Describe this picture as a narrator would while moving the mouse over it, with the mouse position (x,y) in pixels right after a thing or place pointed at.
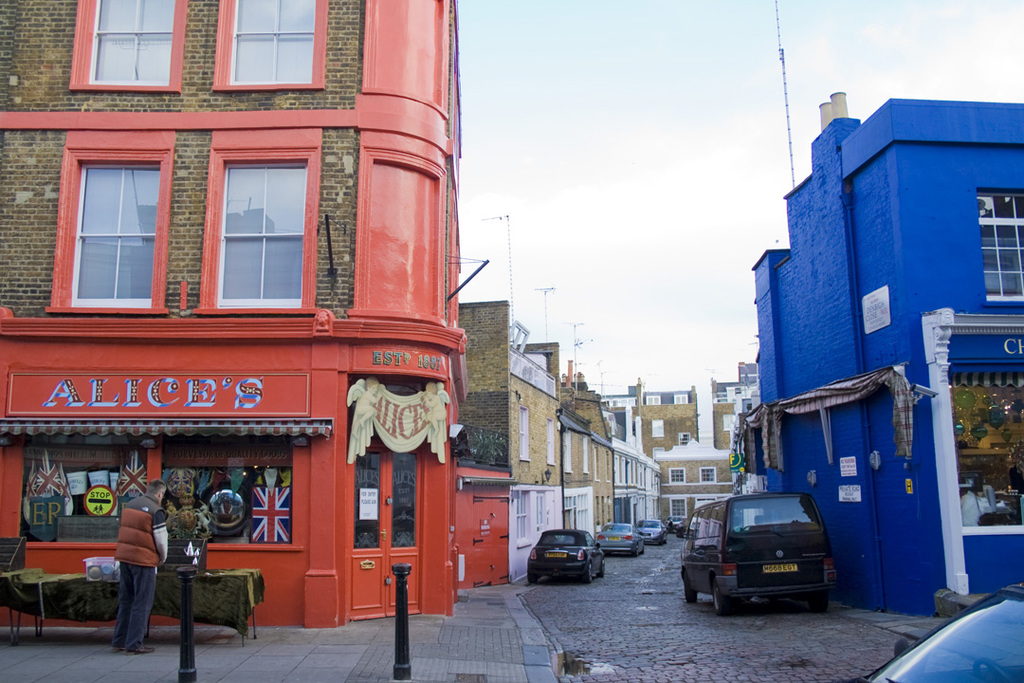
This picture is clicked in the city. At the bottom (642,615), we see the road (599,590) and the poles (398,626). In the middle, we see the vehicles (777,542) parked on the road (747,636). On the right side (843,349), we see a building (847,259) in blue color. On the left side (149,485), we see a man (147,603) is standing. Beside him, we see the tables (71,584). Beside that, we see a building (320,364) in red color. There are buildings (577,454) and the electric poles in the background (531,449). At the top (639,167), we see the sky (601,165).
